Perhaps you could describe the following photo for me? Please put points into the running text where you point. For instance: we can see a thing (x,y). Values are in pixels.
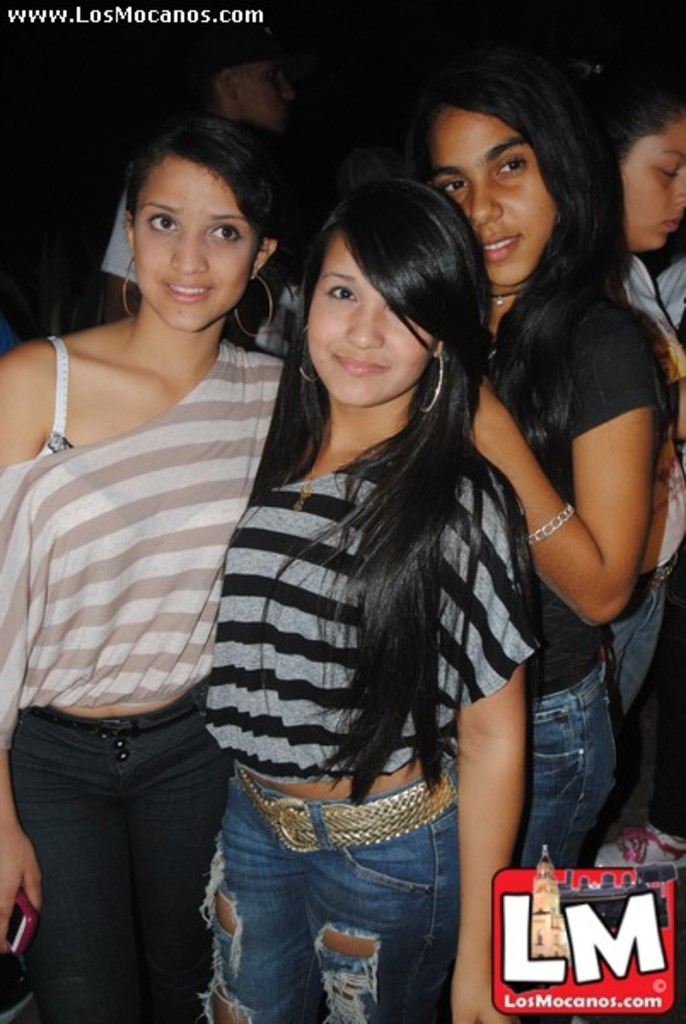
There are three women (311,553) posing to a camera. There is a dark background (242,88) and we can see two persons (638,215). This is a logo (580,959).
